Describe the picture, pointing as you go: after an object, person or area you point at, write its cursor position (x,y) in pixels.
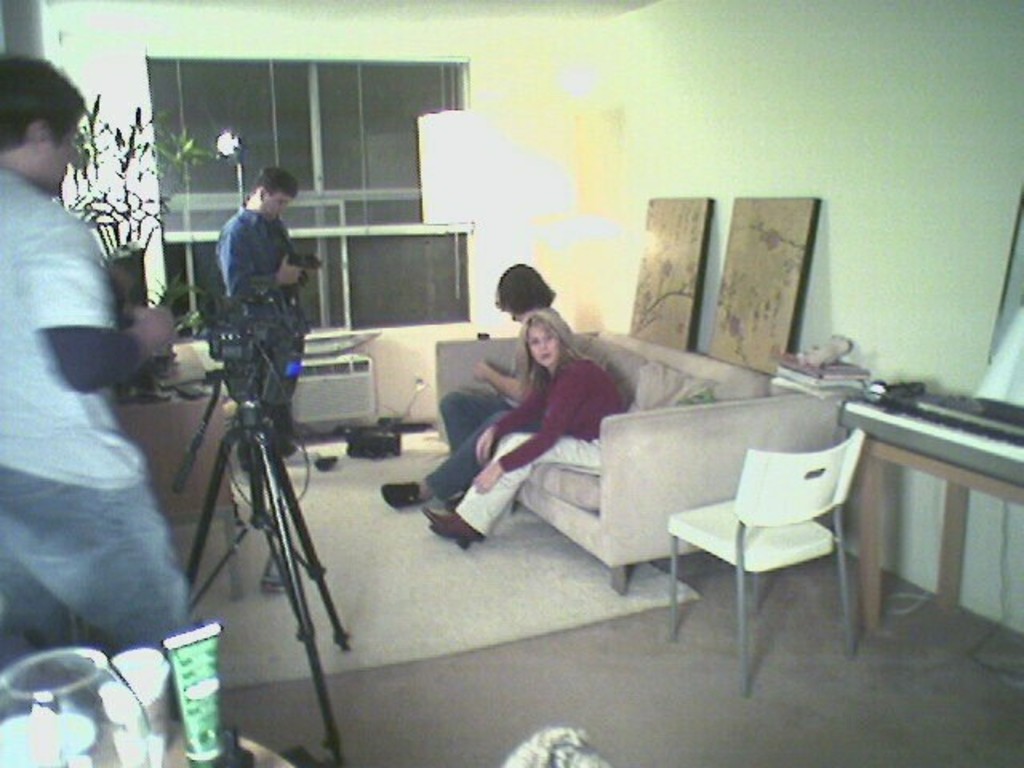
Here we can see two persons (555,318) are sitting on the sofa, and at side here is the chair (774,515) on the floor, and in front there are two persons (293,309) standing, and here is the stand (232,386), and at back (788,152) here is the wall (769,148), and here is the table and some objects (904,437) on it, and here is the light (490,158).
